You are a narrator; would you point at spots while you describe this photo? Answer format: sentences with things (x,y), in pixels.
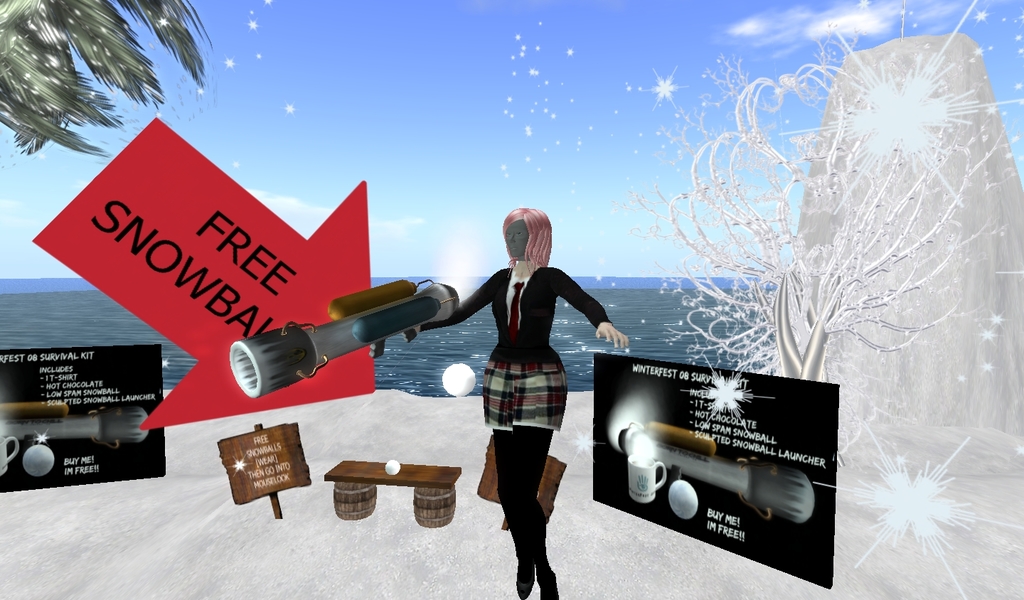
This is an animated image. In this image, there is a woman (519,290) in black color suit (544,317), holding a torch (403,285) with a hand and on a surface (505,579). Beside her, there is a poster (716,447), on which there is a text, a cup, a torch (742,473) and other objects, there is a wooden bench (379,483), on which there is an object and there is a red color mark (170,150), on which there are black color texts (213,210). On the left side (122,381), there is another poster (120,407), on which there are texts (79,387) and other objects (62,419). On the top left (40,80), there is a tree (119,37) having leaves (122,28). On the right side (885,395), there is a hill (876,381). In the background (658,294), there is water (639,294) and there are stars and there are clouds (849,20) in the sky (532,62).
